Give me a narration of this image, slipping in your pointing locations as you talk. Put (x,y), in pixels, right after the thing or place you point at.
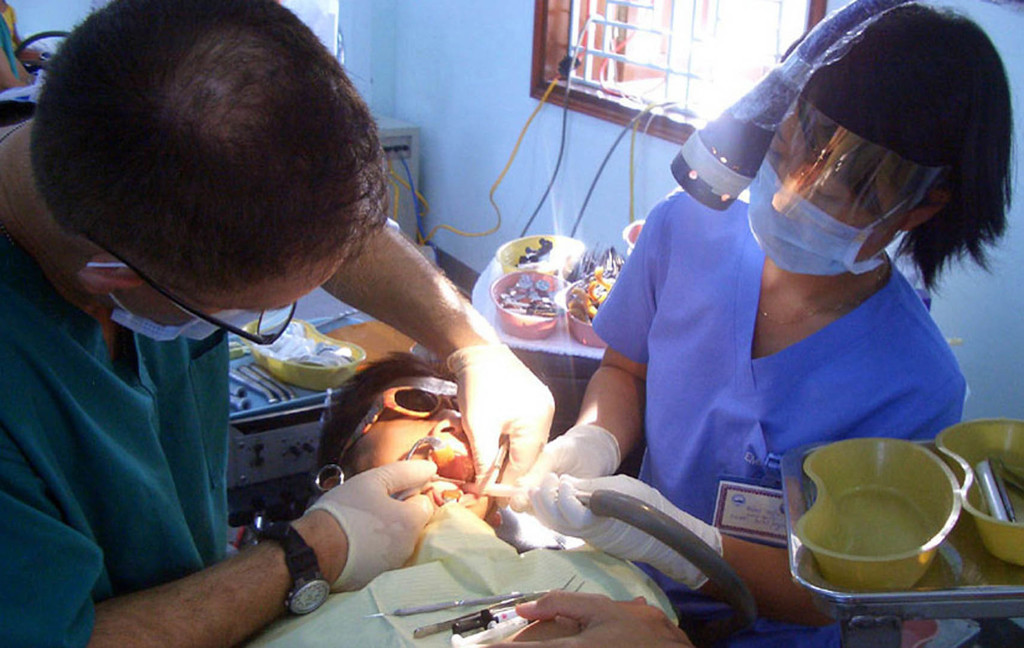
This picture seems to be clicked inside the room (335,508). On the left (122,334) we can see a person (91,407) standing and seems to be holding some objects (501,456). On the right (890,235) we can see another person (804,221) standing and holding some objects (673,524) and we can see the bowls (992,539) containing some items (537,282) which are placed on the top of the table (537,340) and we can see the tools (514,603) and many other objects (1000,486). In the background (485,156) we can see the wall (482,152), cables (408,178), light (709,182), window (570,90) and we can see another person (382,409) seems to be lying.
